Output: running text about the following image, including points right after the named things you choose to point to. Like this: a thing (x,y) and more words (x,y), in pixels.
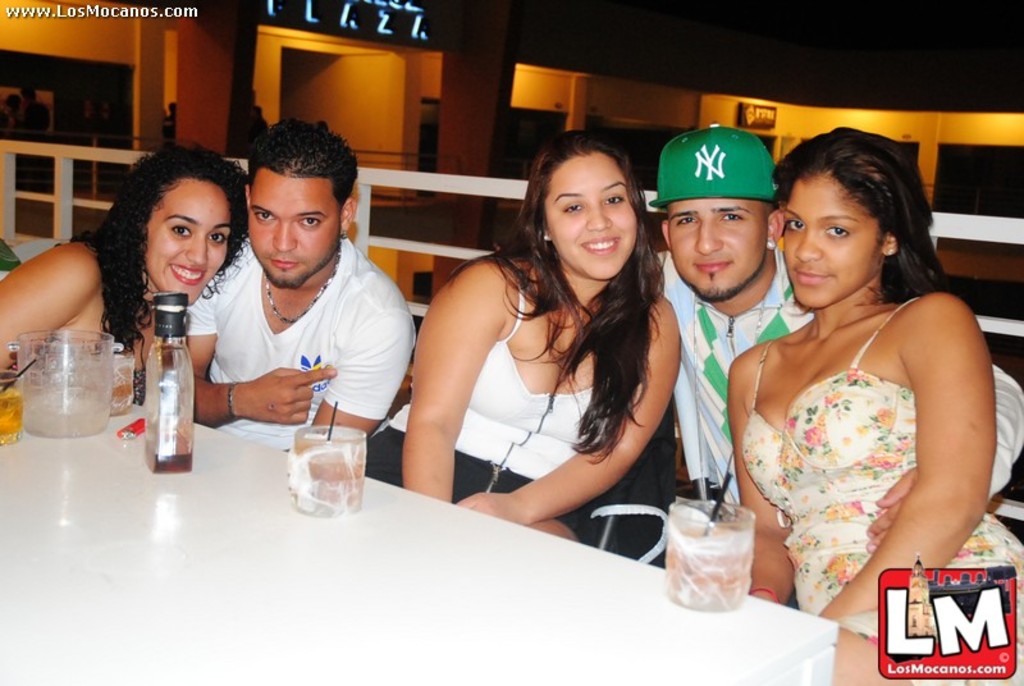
This image of five persons (496,344). There are three women (658,337) and two men (232,318). At the bottom (275,638), there is a table (342,638) on which we can see the glasses (703,535) and a bottle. In the background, there are pillars (480,110). In the middle (433,249), there is a railing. It looks like a restaurant.
